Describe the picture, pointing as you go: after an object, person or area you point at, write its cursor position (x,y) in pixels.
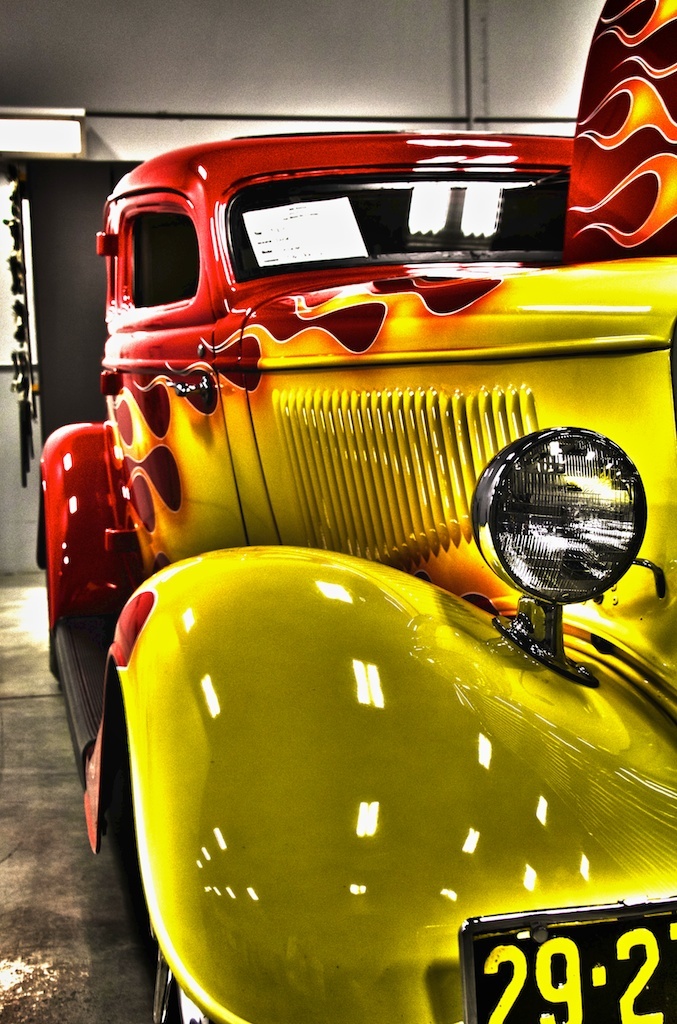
In this image, I can see a car (199,604), which is red and yellow in color. This is a headlight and a number plate (547,934), which is attached to a car (531,687). In the background (178,122), I think this is a wall (170,131). At the bottom of the image (49,863), I can see the floor (55,796).
